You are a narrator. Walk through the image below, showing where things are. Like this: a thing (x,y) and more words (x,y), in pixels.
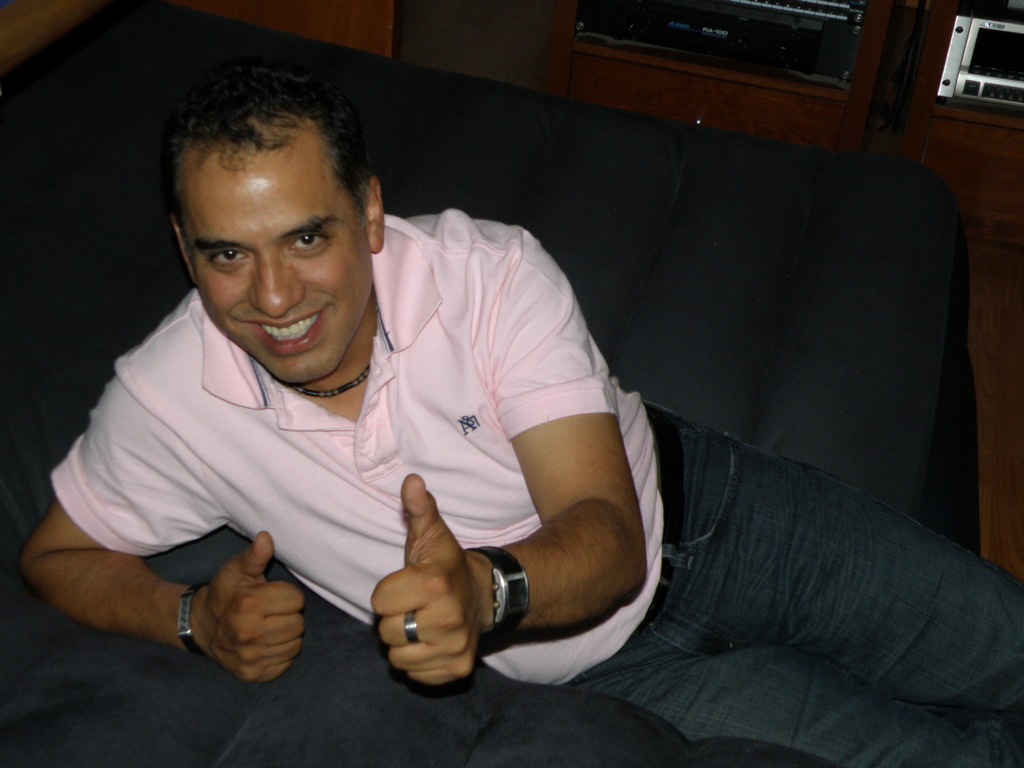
In this image in the center (415,338) there is one person (554,439) who is smiling, and at the bottom (114,648) there is a couch (489,708). In the background (654,1) there are some cupboards (927,84), audio equipment (963,72).
